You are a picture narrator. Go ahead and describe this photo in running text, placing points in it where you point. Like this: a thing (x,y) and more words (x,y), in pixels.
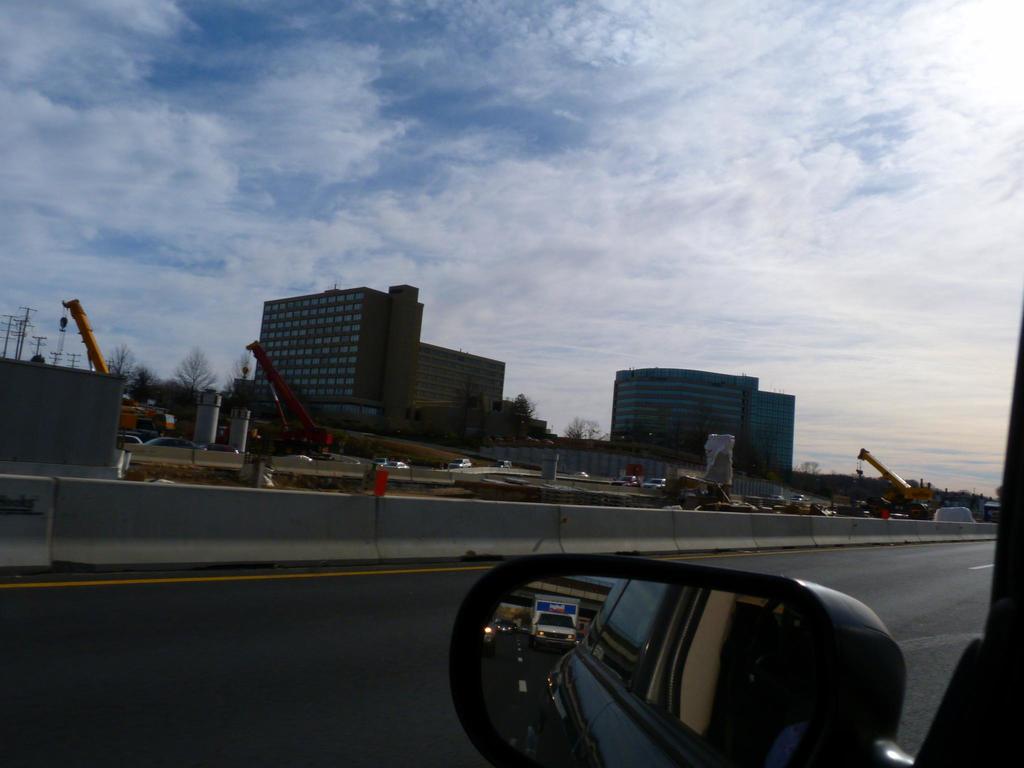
This picture shows buildings (357,386) and few cranes (905,486) and we see few vehicles (632,482) moving on the road (441,463) and trees (188,406) and few electrical poles (76,356) and we see few vehicles (503,630) from the side mirror (578,617) of a car (534,759) on the road (46,669) and a cloudy Sky (554,189).
